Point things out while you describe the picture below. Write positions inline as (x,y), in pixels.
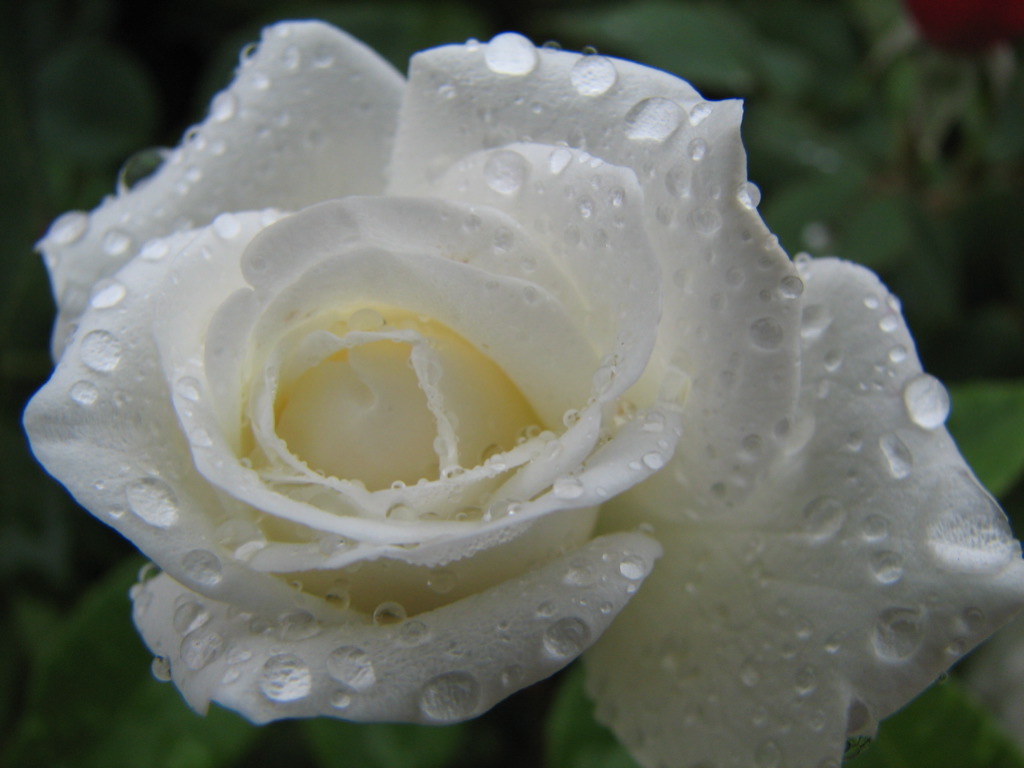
In this picture I can see the flower (420,390). I can see water drops (506,160) on it.
